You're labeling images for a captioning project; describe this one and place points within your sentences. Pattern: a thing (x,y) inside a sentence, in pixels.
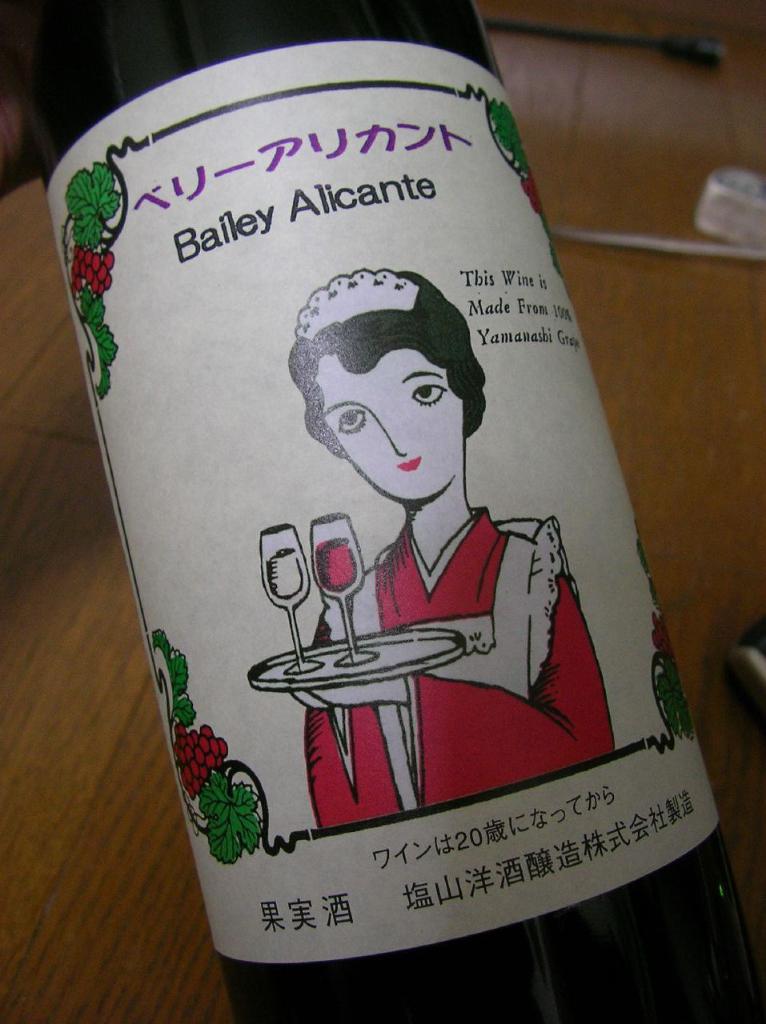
In this image I can see a glass bottle (472,600) which contains a label (472,600). There is an image (444,803) on which a person (472,613) is holding a plate (343,670) which contains wine glasses (348,650) and there is a wooden surface (95,934).
